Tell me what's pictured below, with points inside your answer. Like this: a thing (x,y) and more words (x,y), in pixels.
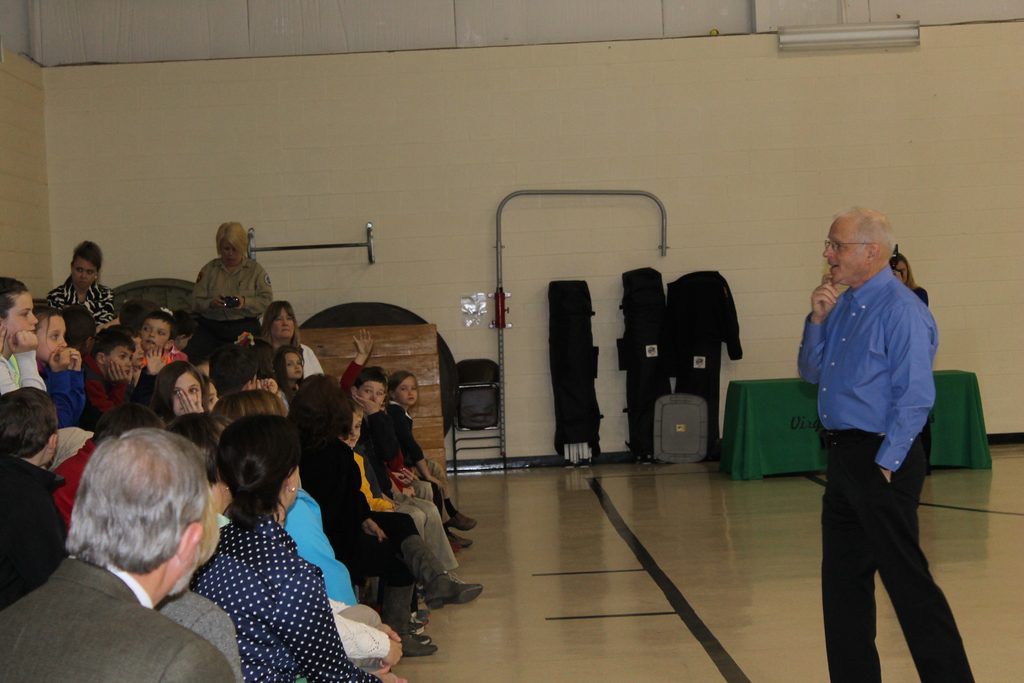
In this picture I can observe some people (115,431) sitting. There are men (151,654) and women (301,589) in this picture. On the right side (887,445) there is a person (887,479) standing on the floor (790,600) wearing blue color shirt (858,425). In the background (365,156) I can observe a wall (513,105). I can observe a black color chair (469,407) in the middle of the picture (468,418).
